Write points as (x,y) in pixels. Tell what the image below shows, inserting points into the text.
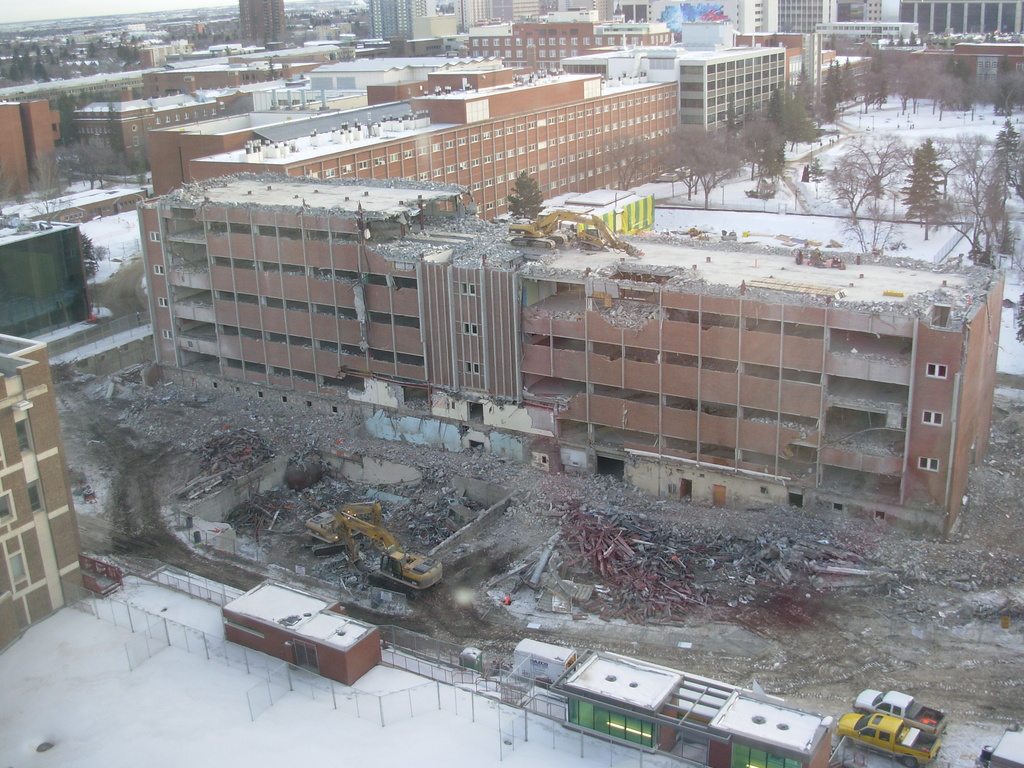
In the center of the image (625,455) there is a broken building (382,401). There is an excavator (372,509). In the background of the image (612,116) there are buildings (698,96). There are trees (896,77). At the bottom of the image (307,723) there is snow (189,745).
